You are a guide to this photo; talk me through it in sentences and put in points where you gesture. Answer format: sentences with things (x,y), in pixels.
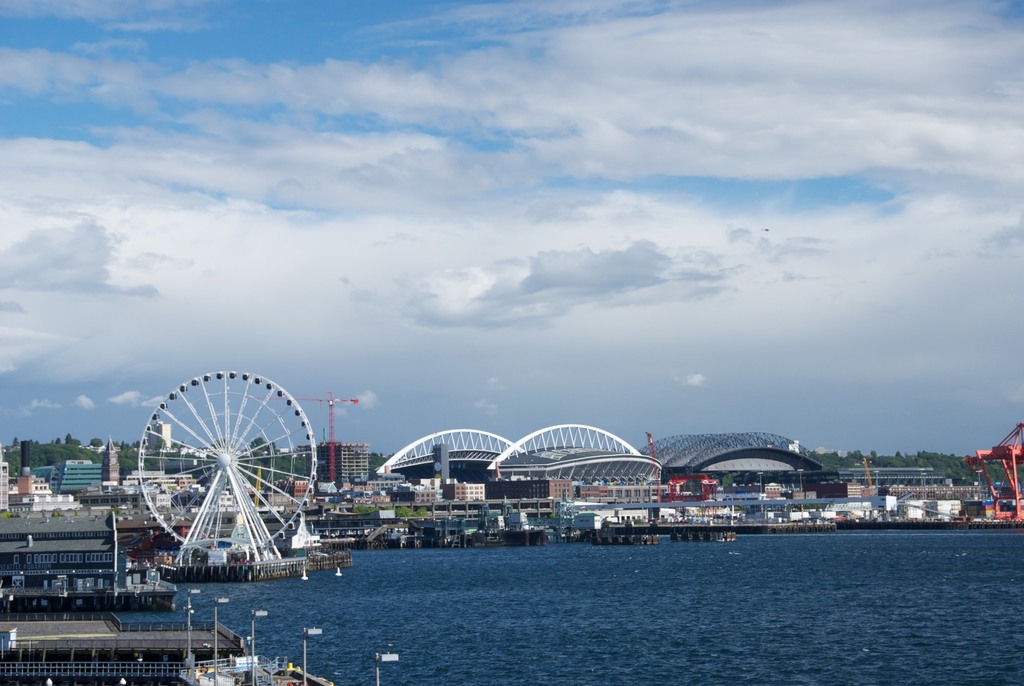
In the foreground of the image (550,598) we can see a lake (368,604). In the background (162,540) we can see a Ferris wheel (234,451), buildings (476,462), group of trees (918,457) and the cloudy sky (607,268).
